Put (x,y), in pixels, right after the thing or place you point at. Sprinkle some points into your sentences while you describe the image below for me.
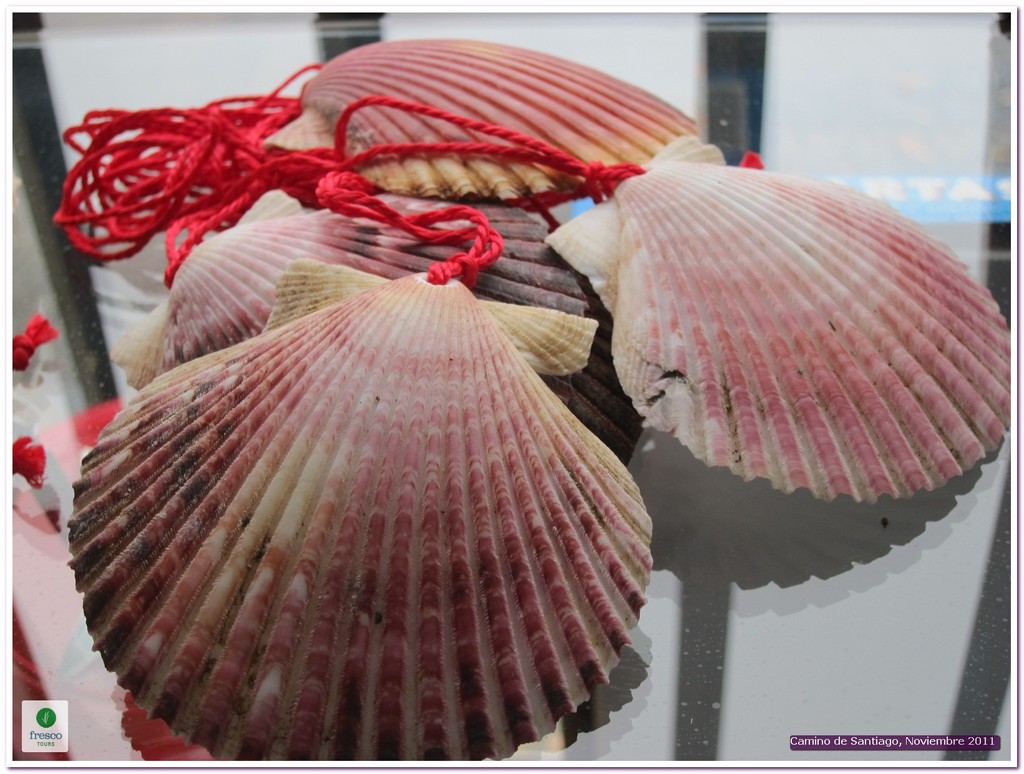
In this image we can see there are shells (305,282) and ropes (294,186) are connected to it. At the bottom of the image (899,741) we can see there some text (889,749).
